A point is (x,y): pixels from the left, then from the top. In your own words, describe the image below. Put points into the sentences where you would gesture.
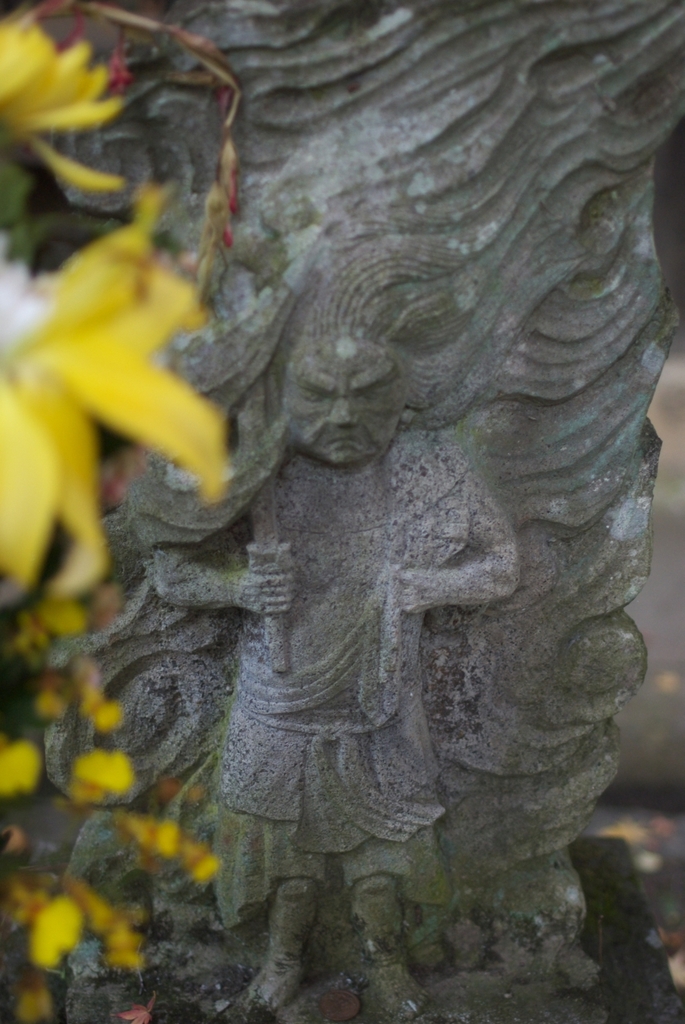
As we can see in the image there is sculpture (353,606) and yellow color flowers (70,291) on the left side (94,551).
